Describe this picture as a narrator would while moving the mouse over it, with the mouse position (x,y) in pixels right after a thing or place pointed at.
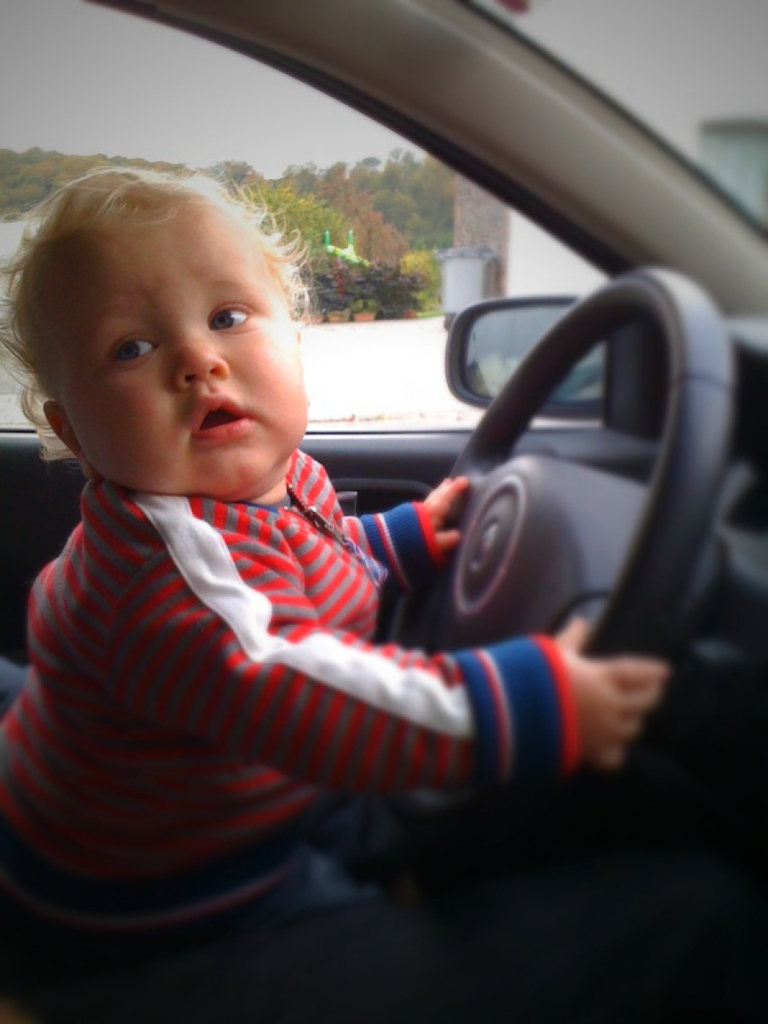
In this image I can see the child (144,648) sitting in the car (575,237) and holding steering (562,503) with his hands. At the outside of the car (598,218) there is a building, sky (207,70), and the trees (407,202).
